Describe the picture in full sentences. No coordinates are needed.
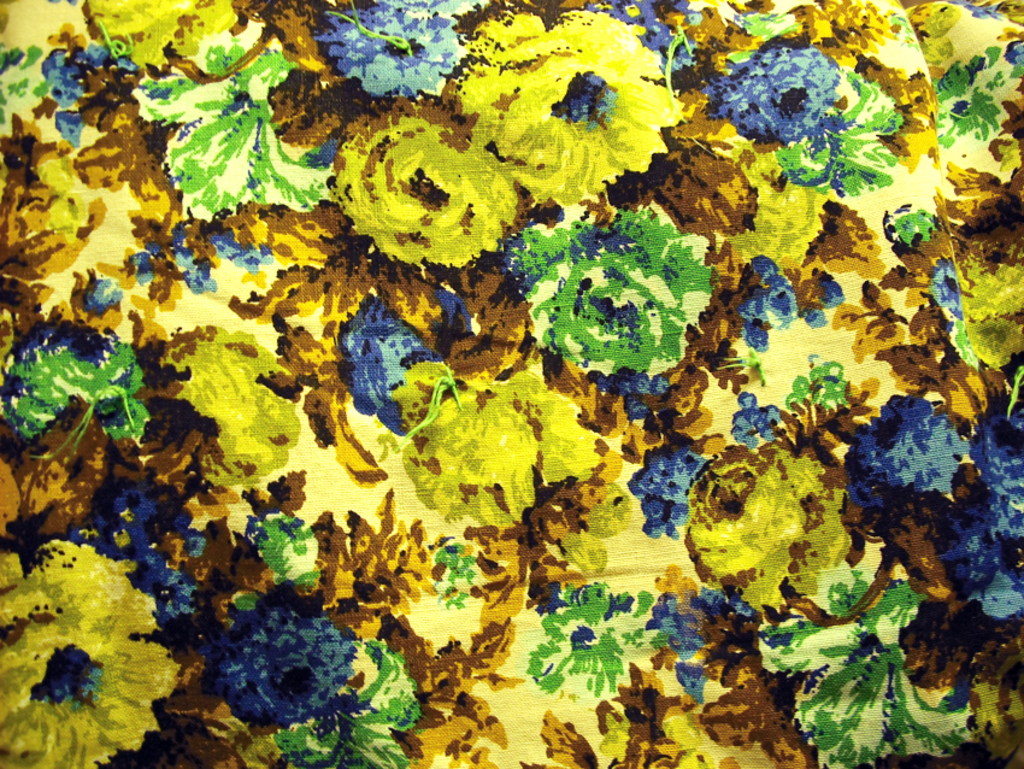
This is an art in yellow, green and blue color.
